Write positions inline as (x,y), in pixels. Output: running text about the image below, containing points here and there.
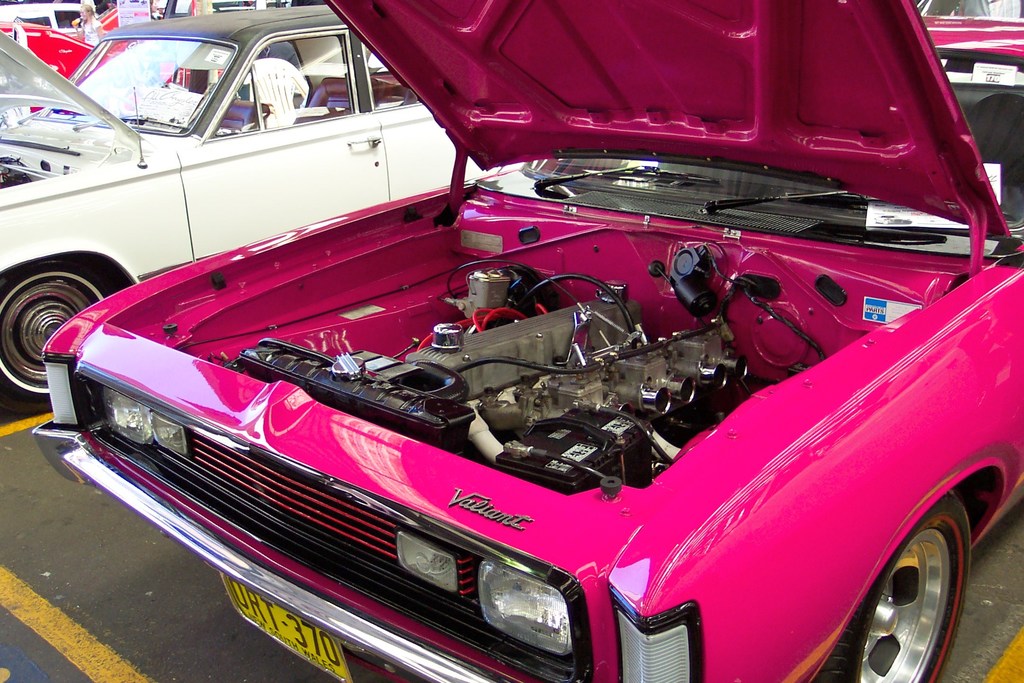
This picture consists of vehicles (279,175) and I can see a pink color vehicle (800,328) and in the vehicle (466,252) I can see a engine part (542,315) and wires (663,452) and name plates (326,635) attached to it.
